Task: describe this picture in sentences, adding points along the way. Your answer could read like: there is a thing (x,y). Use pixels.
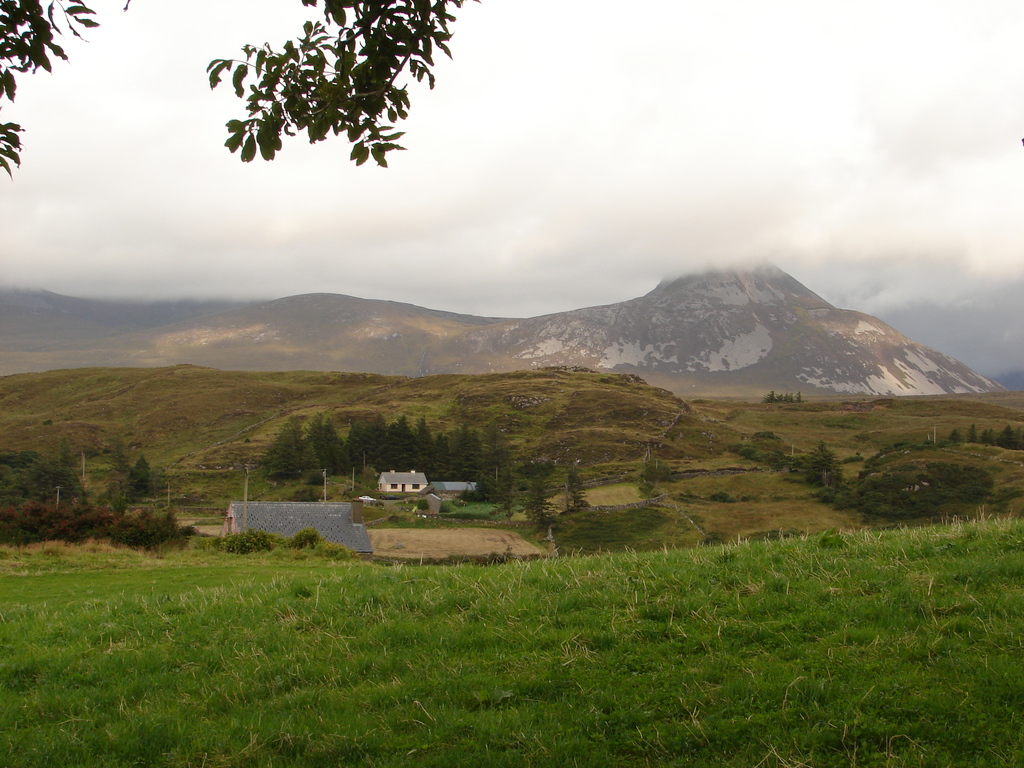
At the bottom of the image (637,619) there is grass (612,620) on the surface (622,624). In the center of the image (403,479) there are buildings (443,488). There are poles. In the background of the image (320,475) there are trees (394,468), mountains (627,360) and sky (738,159). On the left side of the image (9,21) there is a tree (361,111).
